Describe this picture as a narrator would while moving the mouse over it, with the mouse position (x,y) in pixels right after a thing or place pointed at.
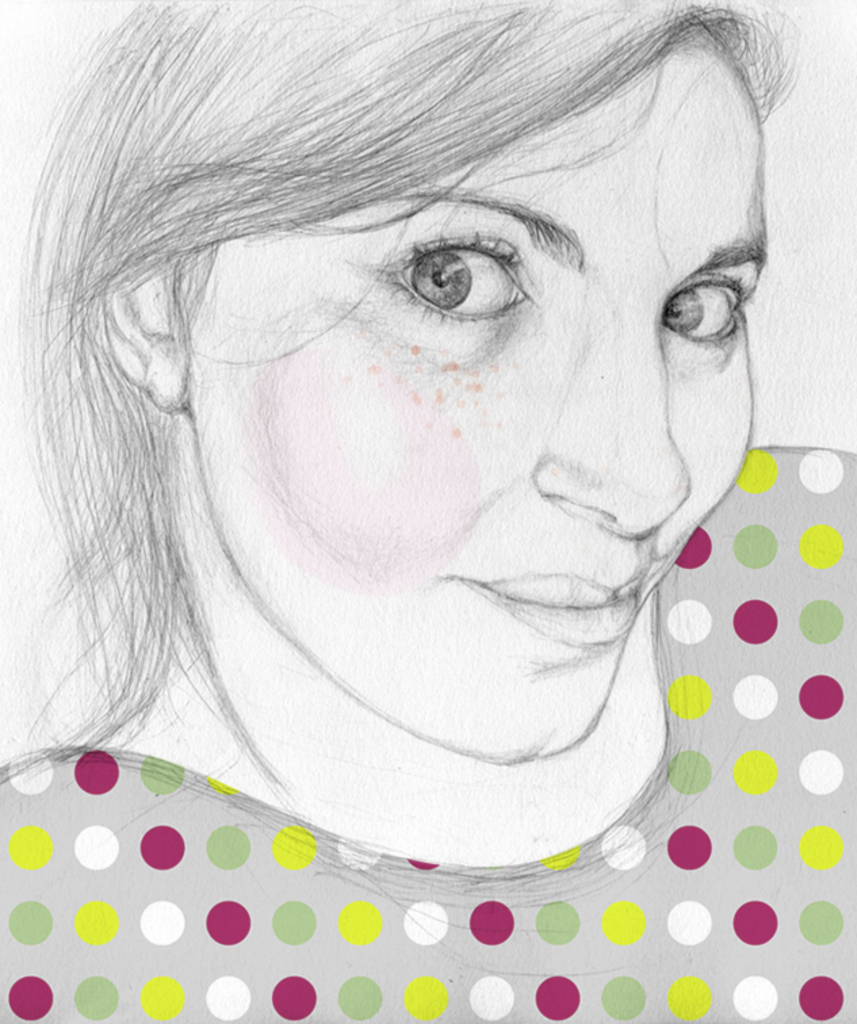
In this picture we can see a painting (370,834) of a woman (698,832) with a colorful T-Shirt (428,896).
